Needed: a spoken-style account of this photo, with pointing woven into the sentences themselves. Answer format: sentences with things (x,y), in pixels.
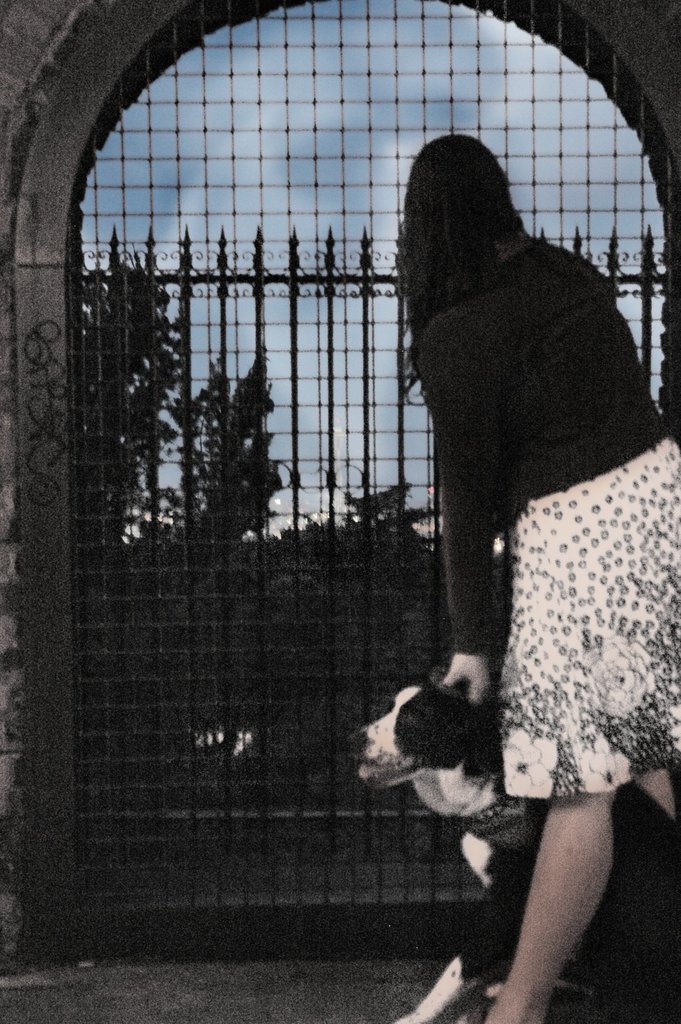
In this image a woman (482,604) is standing and is keeping her hand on the dog (480,784). In the background (282,301) there is a sky (279,143), trees (114,391), wall (29,219), an arch (46,206) and there is a black colour grill gate (326,928).
